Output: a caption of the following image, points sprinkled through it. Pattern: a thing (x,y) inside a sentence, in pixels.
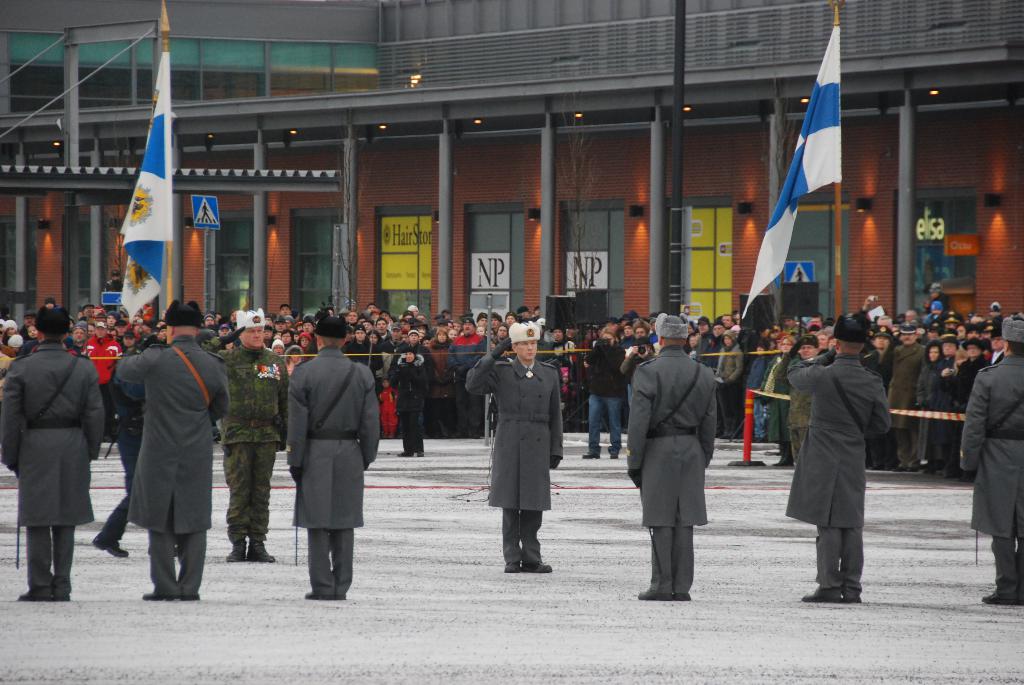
In this picture there are people (200,515), among them few people (820,396) saluting and there are two people (861,403) holding flags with sticks (838,280) and we can see tapes (771,396) and pole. In the background of the image (645,137) we can see building (642,225), pillars (91,258) speakers (587,303), plant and boards (390,227).
